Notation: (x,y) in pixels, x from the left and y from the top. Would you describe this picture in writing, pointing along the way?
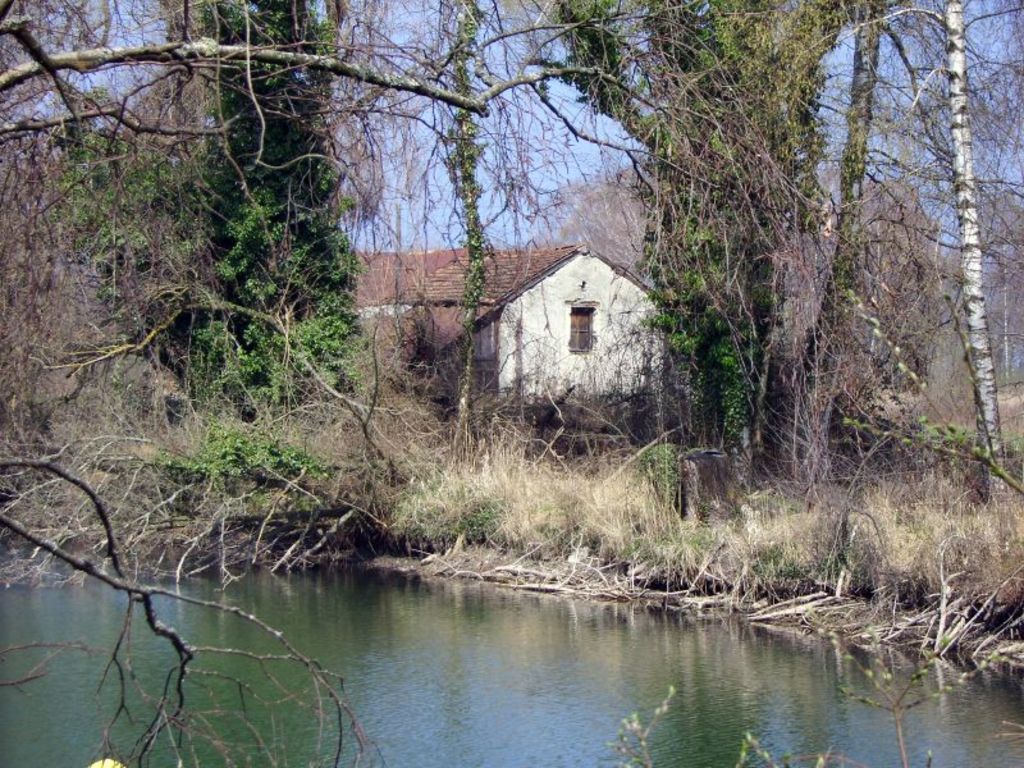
In this image I see a house (534,331), trees (772,46), grass (949,546) and I see the water (315,615) over here. In the background (1020,63) I see the blue sky (479,137).
